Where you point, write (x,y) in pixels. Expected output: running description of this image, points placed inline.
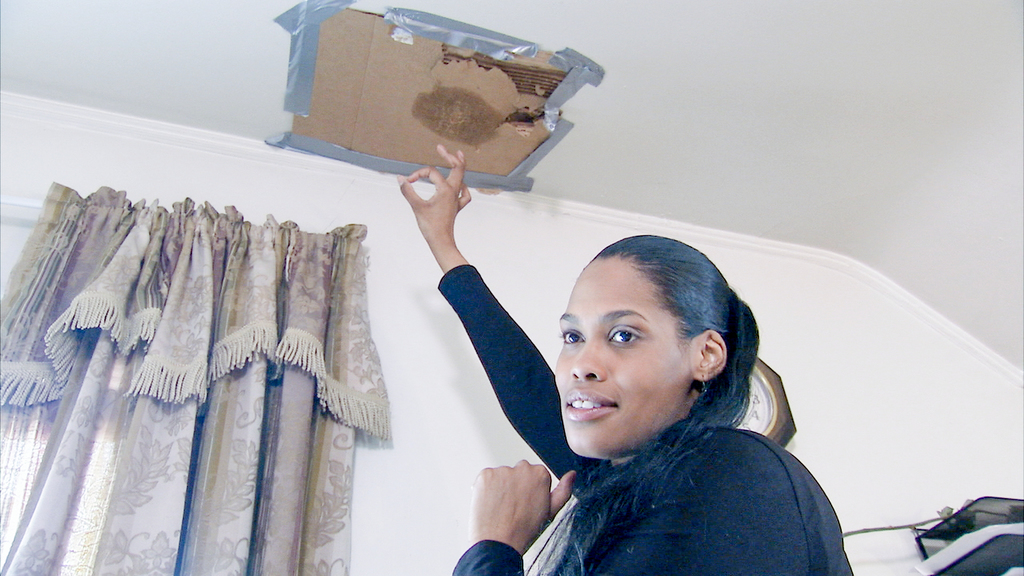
In this image I can see the person (677,484) wearing the black color dress (677,484). To the left (270,466) I can see the curtains (174,377). To the right (943,540) I can see the black color objects (948,536). I can see the cardboard sheet (362,98) attached to the ceiling (641,23).
